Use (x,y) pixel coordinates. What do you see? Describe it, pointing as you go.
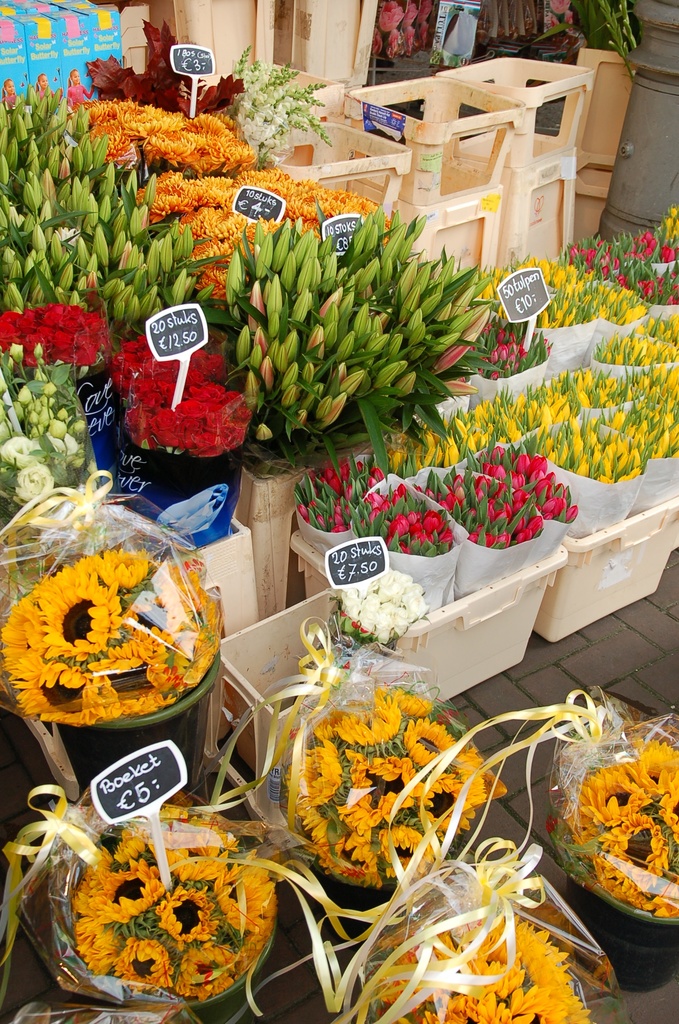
In this image we can see group of flowers (501,531) placed in several containers (234,563) on the ground (678,600). Some ribbons (508,914) are tied to the flowers (81,597). In the background (361,139) we can see group of crates (529,214), a pole (650,187) and some sign boards (189,49).
